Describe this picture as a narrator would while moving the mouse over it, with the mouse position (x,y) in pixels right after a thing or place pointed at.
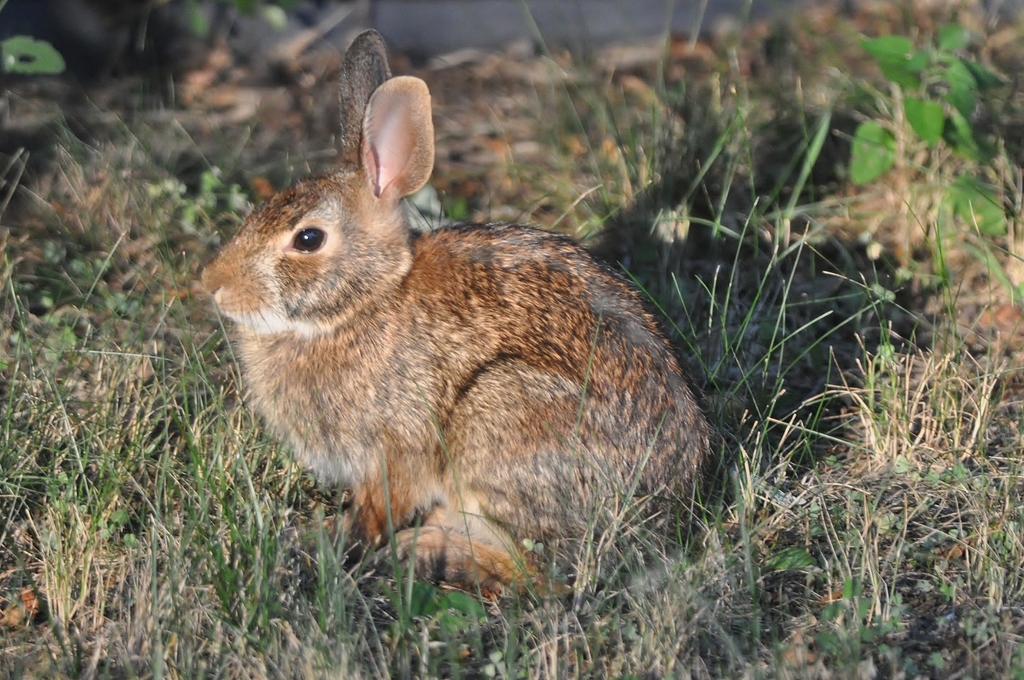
In this picture I can see a rabbit (486,341) and I can see a plant (970,211) and grass (726,407) on the ground (645,241).
